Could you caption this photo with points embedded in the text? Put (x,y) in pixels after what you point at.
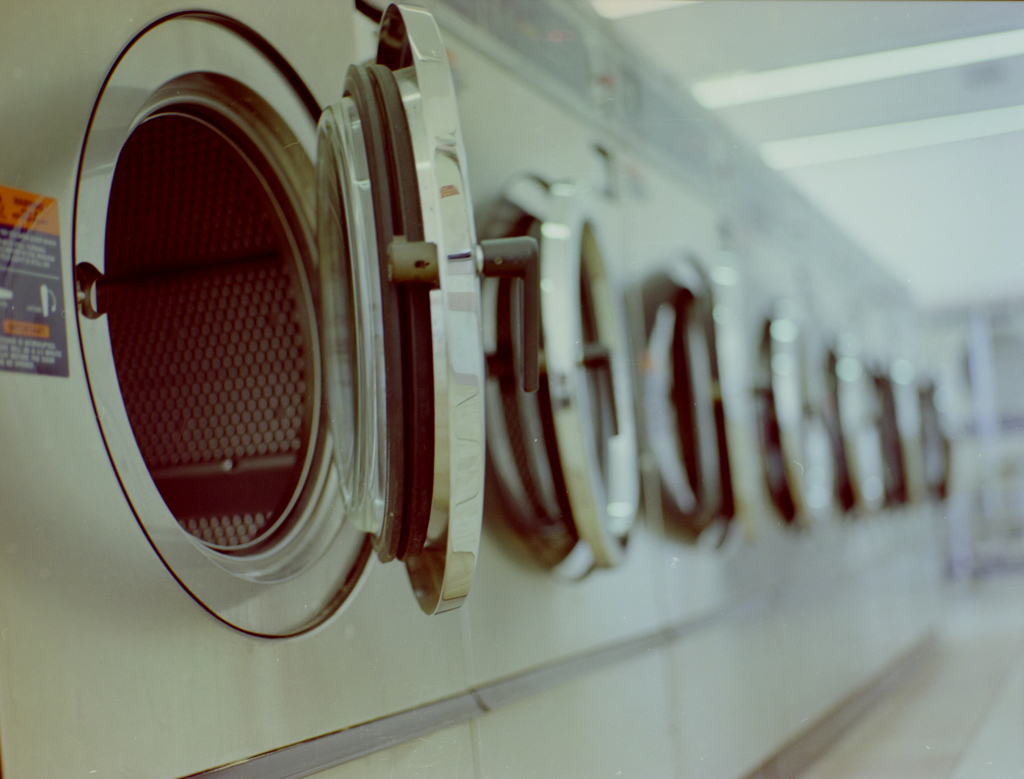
In this image I can see number of washing machines (640,382) and I can see this image is little bit blurry from background (915,250). Here I can see black colour paper (55,252) and on it I can see something is written.
